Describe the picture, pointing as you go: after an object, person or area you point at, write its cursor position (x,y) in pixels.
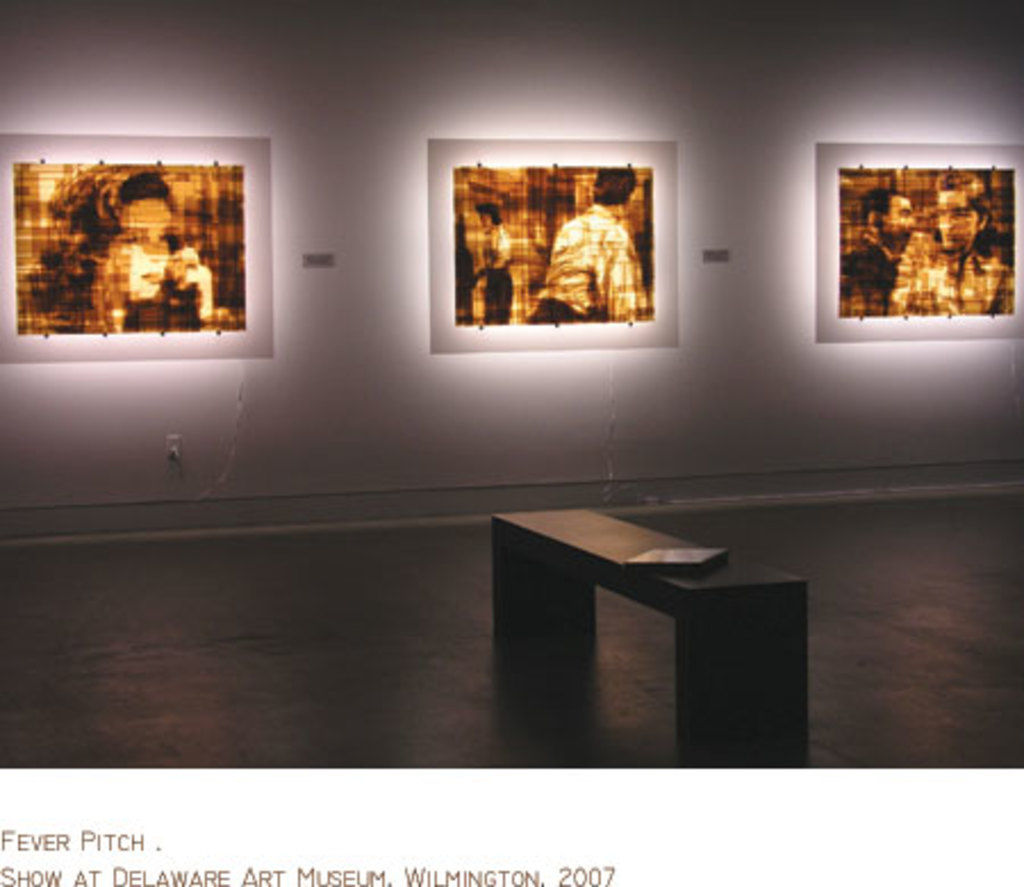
This image consists of a bench (728,635) in the center (600,542). And on the wall (812,318) there are three images (561,252).
